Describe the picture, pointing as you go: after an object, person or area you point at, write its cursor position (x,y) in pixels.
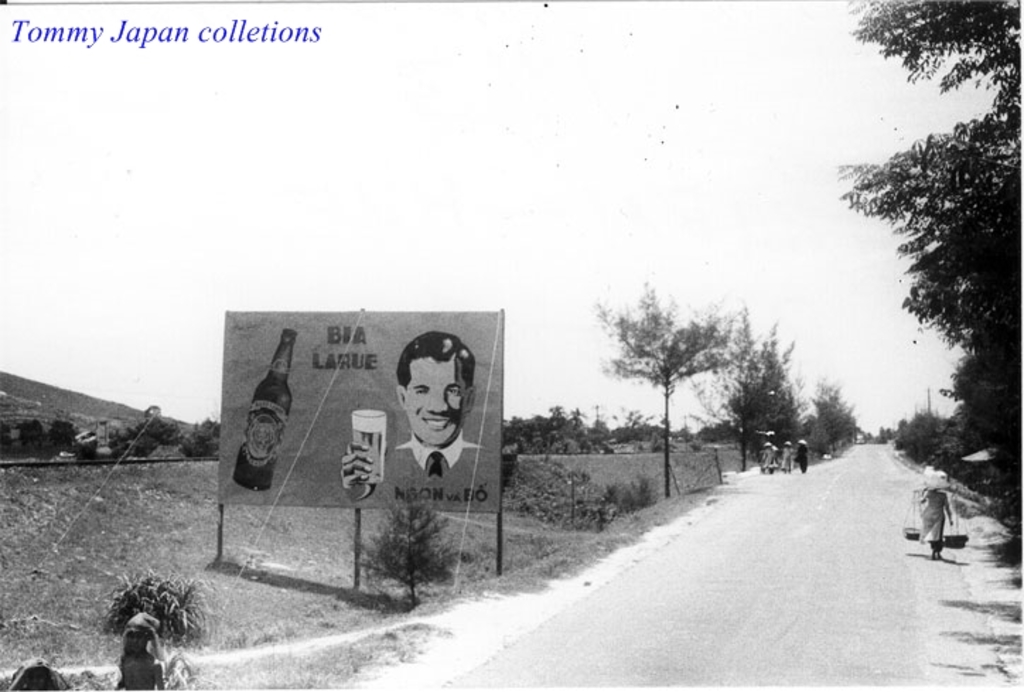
This is a black and white picture. In this picture we can see a few people (42,678) on the path (817,560). We can see some people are holding objects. There is a board (284,356) visible on the poles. We can see a bottle (266,426) and a person (453,413) holding a glass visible on this board (330,403). We can see some text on this board (412,474). There are a few plants (612,484) and trees (995,466) visible in the background (957,455). There is some text (37,36) visible in the top left (272,28).
